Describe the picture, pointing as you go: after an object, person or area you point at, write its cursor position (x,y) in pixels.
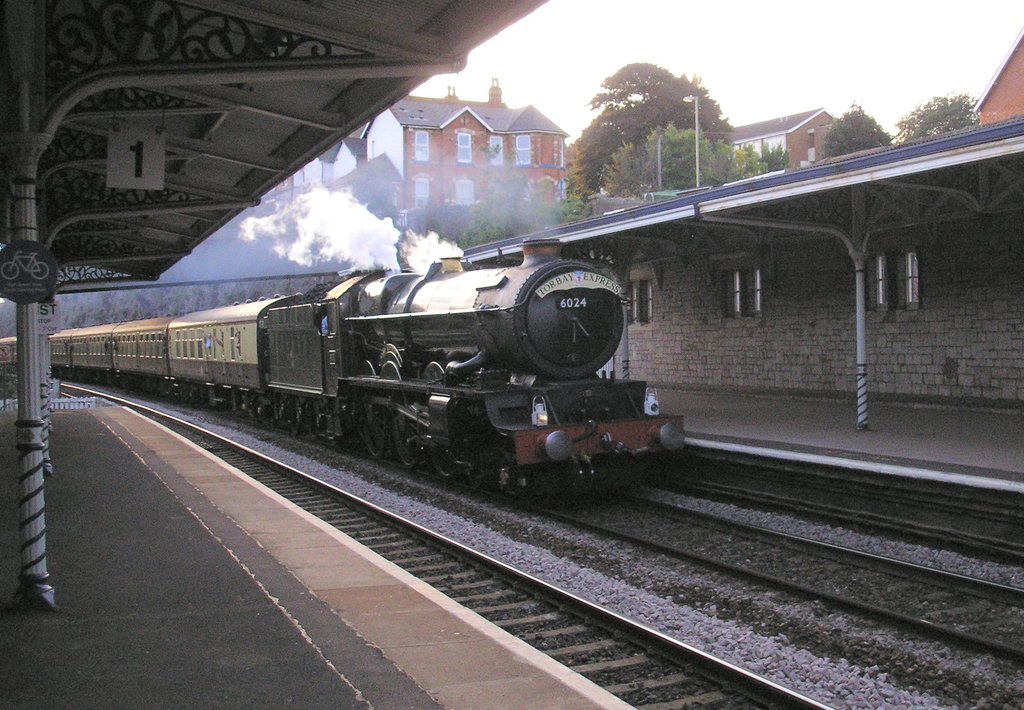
In the center of the image (378,428) we can see a train (428,431) on the track (507,504). There is a platform (486,637). In the background (445,168) we can see buildings (452,169), trees (782,151) and sky (776,83).
